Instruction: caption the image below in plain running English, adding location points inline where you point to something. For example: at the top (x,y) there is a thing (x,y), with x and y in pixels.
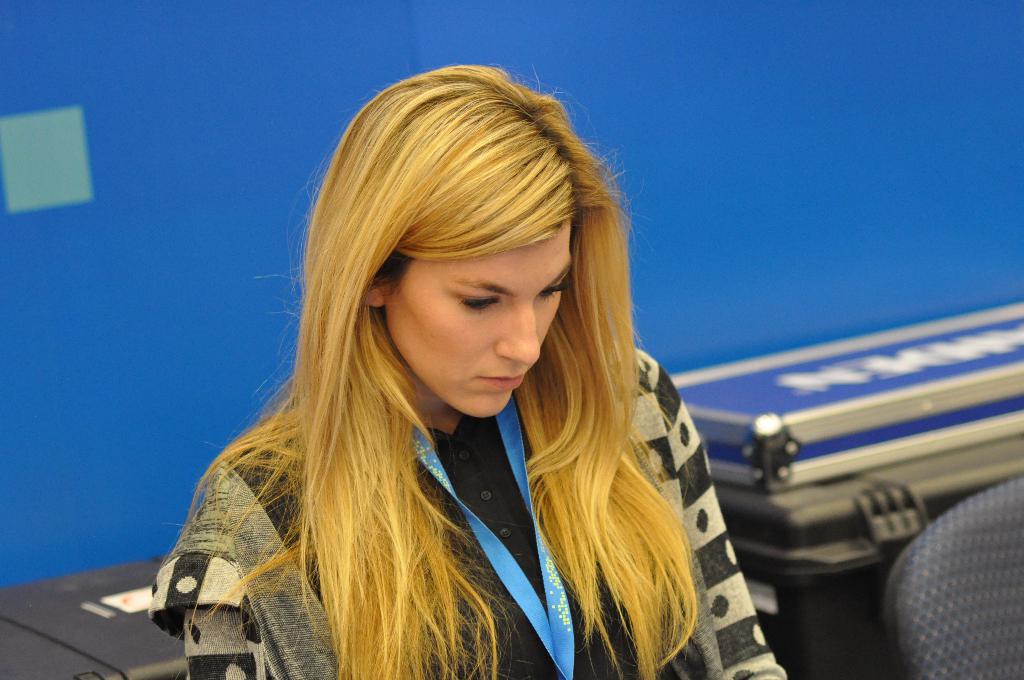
In this image we can see there is a girl (466,423) sitting on the chair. In the background (815,226) there is a wall (800,223).
